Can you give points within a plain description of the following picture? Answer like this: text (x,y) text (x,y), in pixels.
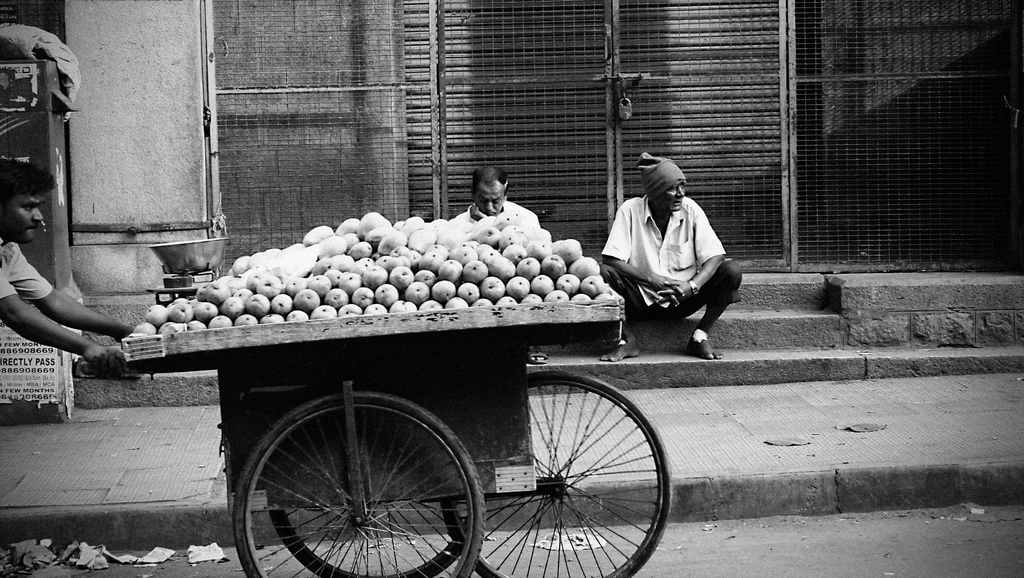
It is a black and white image. On the left side of the image (11,296), we can see a person (110,356) holding a cart (361,379). On top of cart (423,346), we can see eatable things (284,307) and weighing machine (186,293). Background (838,408) we can see walkway (669,408), people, stairs (785,333), wall (139,117), mesh (411,0), lock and box (56,130). At the bottom (859,559), there is a road (886,560).
